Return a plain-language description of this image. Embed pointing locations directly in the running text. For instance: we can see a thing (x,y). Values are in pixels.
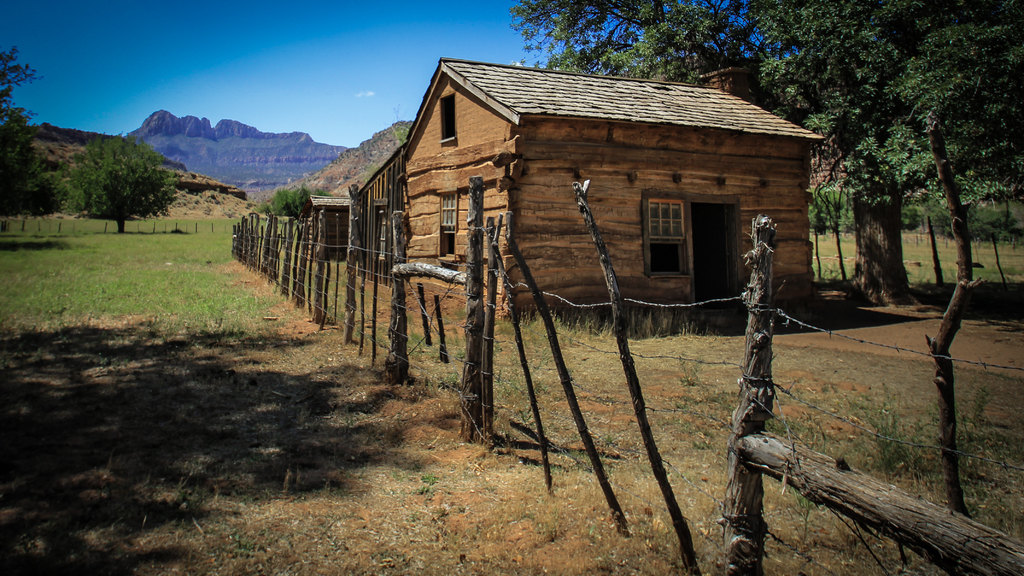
We can see grass (128,265), fence (597,237), house (469,141), windows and trees (112,178). In the background (205,162) we can see hills (188,153) and sky (385,104).
